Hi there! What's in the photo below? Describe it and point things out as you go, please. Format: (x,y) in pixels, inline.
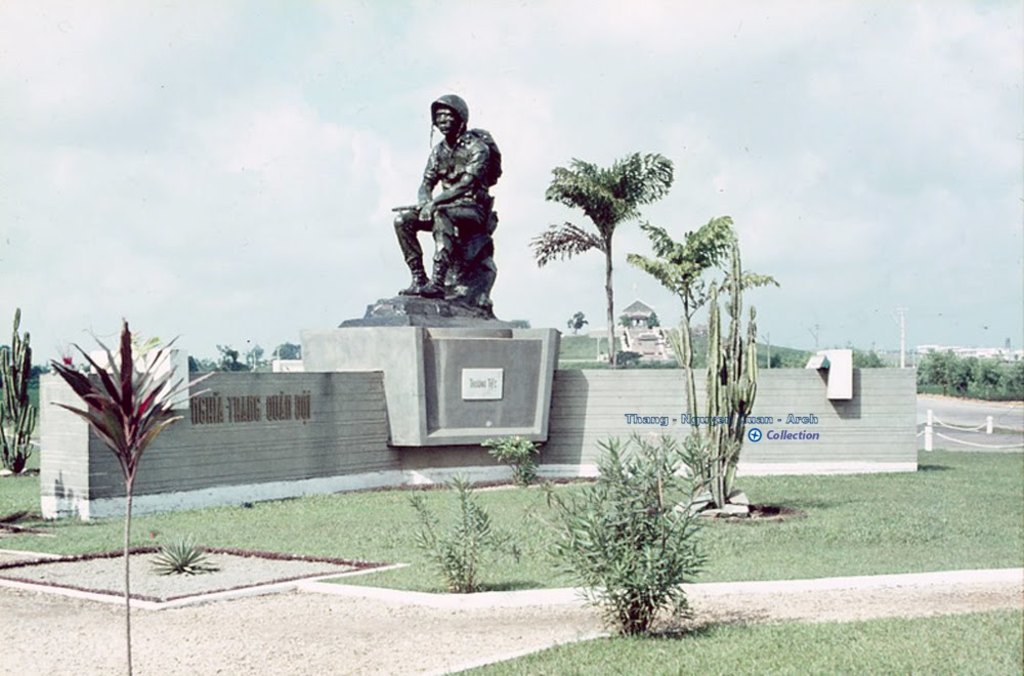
In the center of the image (491,284) we can see a statue (466,205). At the bottom (658,547) there are plants (730,382) and trees (95,428). In the background (298,151) there is sky (736,97).
